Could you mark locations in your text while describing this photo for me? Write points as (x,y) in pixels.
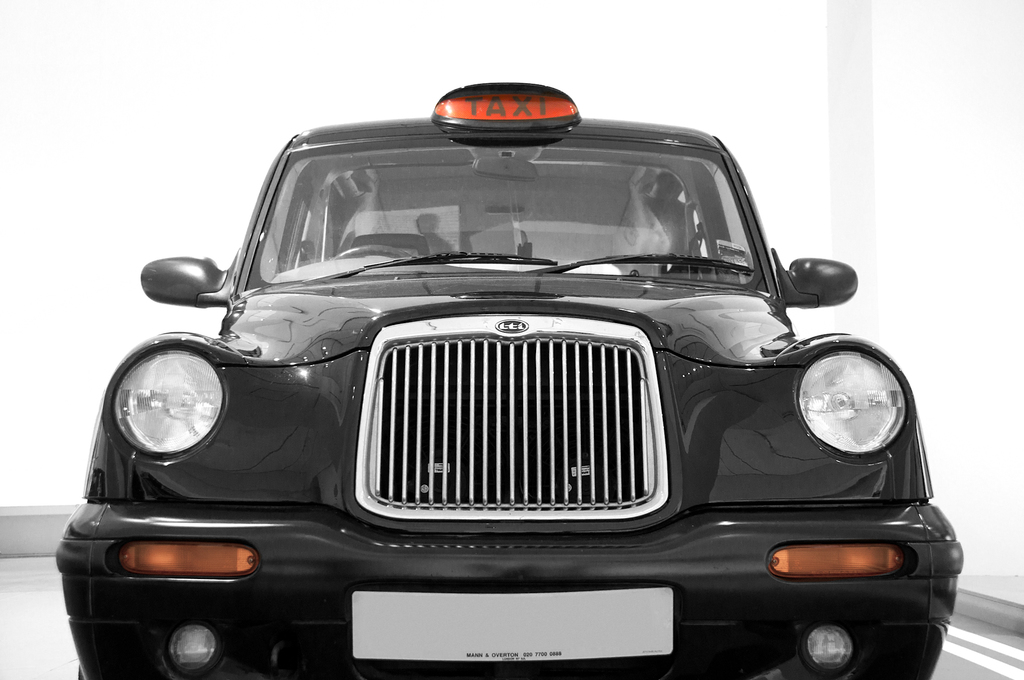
In this picture, we can see a vehicle (399,461) with a taxi plate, and we can see the ground (44,583), and the wall (81,349).
